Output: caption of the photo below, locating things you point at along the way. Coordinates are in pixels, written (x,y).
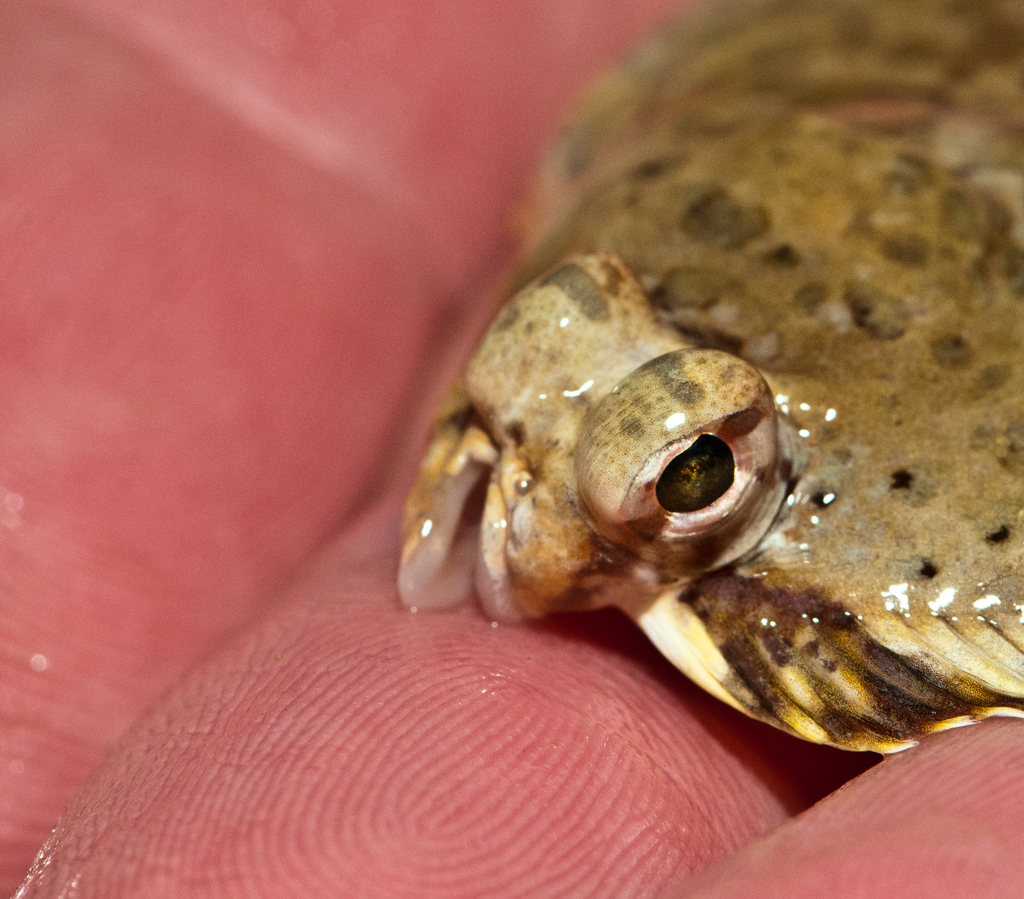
In this image we can see an animal (625,282) on the fingers (340,525) of a person (466,812).
